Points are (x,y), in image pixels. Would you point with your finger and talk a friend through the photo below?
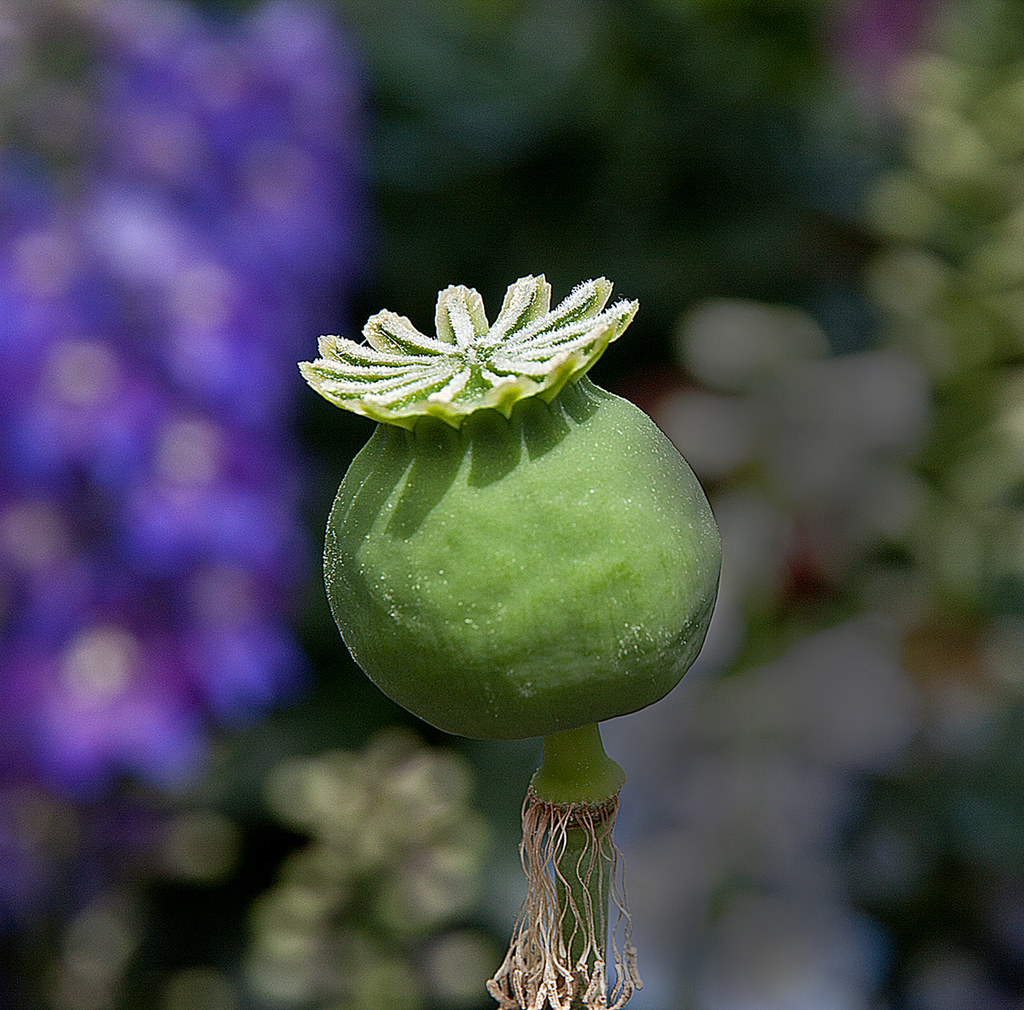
In this image we can see fruit (568,639) which is in green color with some dry stamens (563,936).
